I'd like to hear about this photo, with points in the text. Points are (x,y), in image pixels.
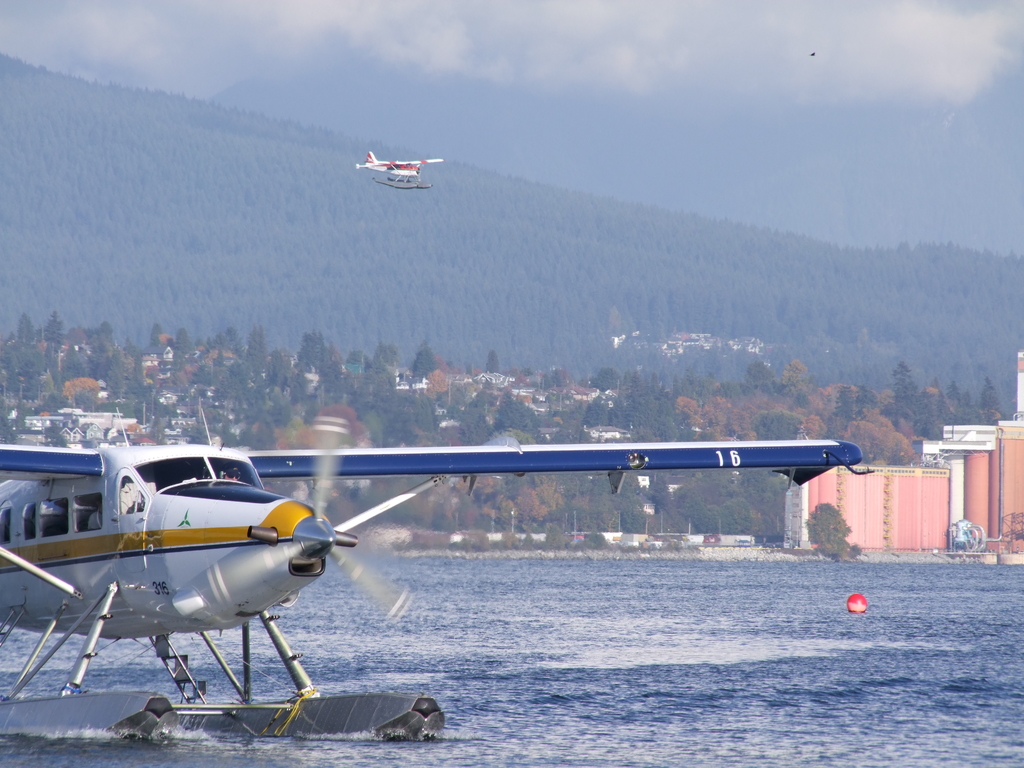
In this image I can see the water (629,667). I can see two aircraft (408,176). In the background (552,542), I can see the buildings (959,508), trees (502,359) and clouds (718,87) in the sky (754,94).
